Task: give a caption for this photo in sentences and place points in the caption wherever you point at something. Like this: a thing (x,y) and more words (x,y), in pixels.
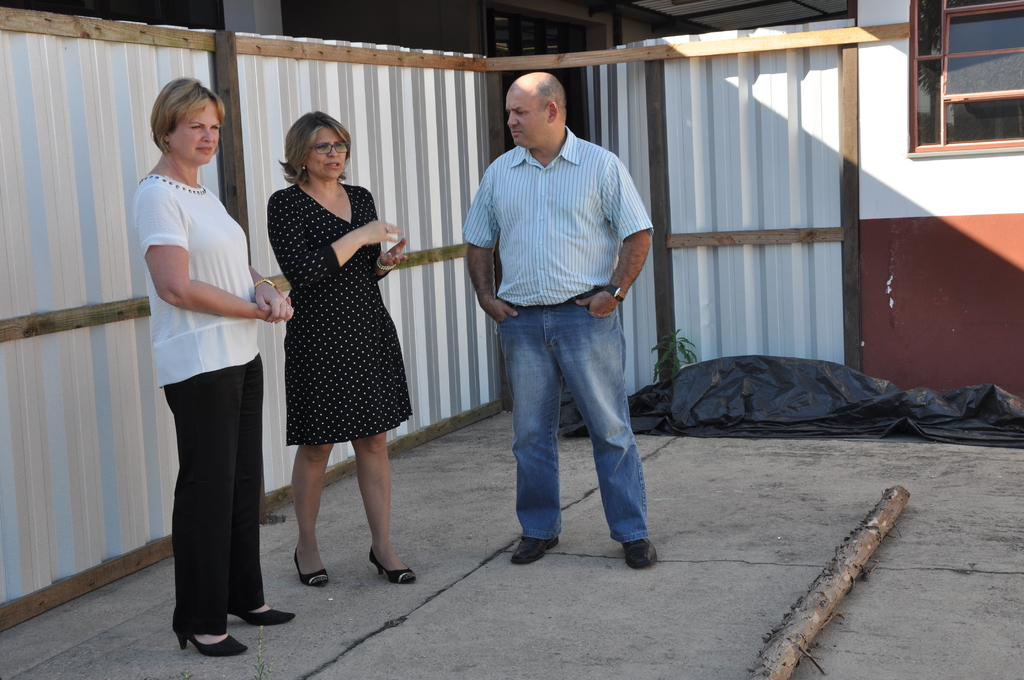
In this picture I can see few people (524,264) standing and I can see building (968,241) and I can see a cover (890,399) and a wooden pole (833,591) on the ground (874,570).
